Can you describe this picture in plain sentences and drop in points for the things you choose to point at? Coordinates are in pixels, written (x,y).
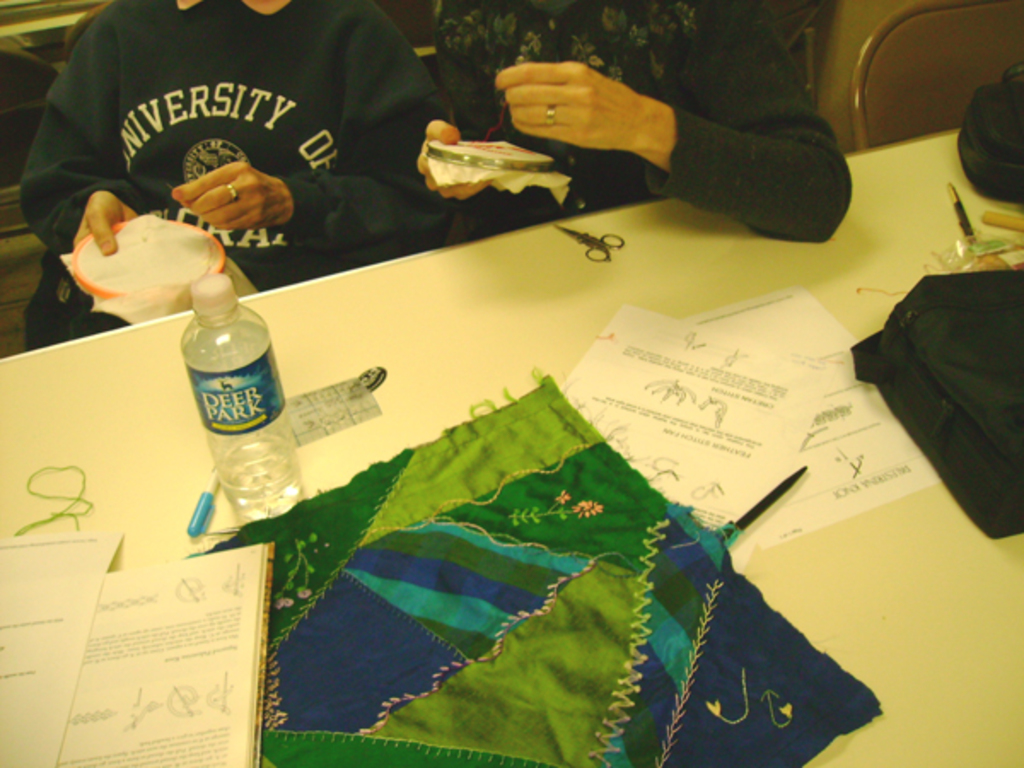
This image consists of two persons (287,97) wearing black dresses (170,212). In the front (473,586), there is a table (854,531) on which there are papers (227,637), pens (198,503), scissors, and a bottle (275,445) along with a cloth (490,641). It looks it is clicked in a room (483,280). On the right (930,64), there is a chair (935,64).
